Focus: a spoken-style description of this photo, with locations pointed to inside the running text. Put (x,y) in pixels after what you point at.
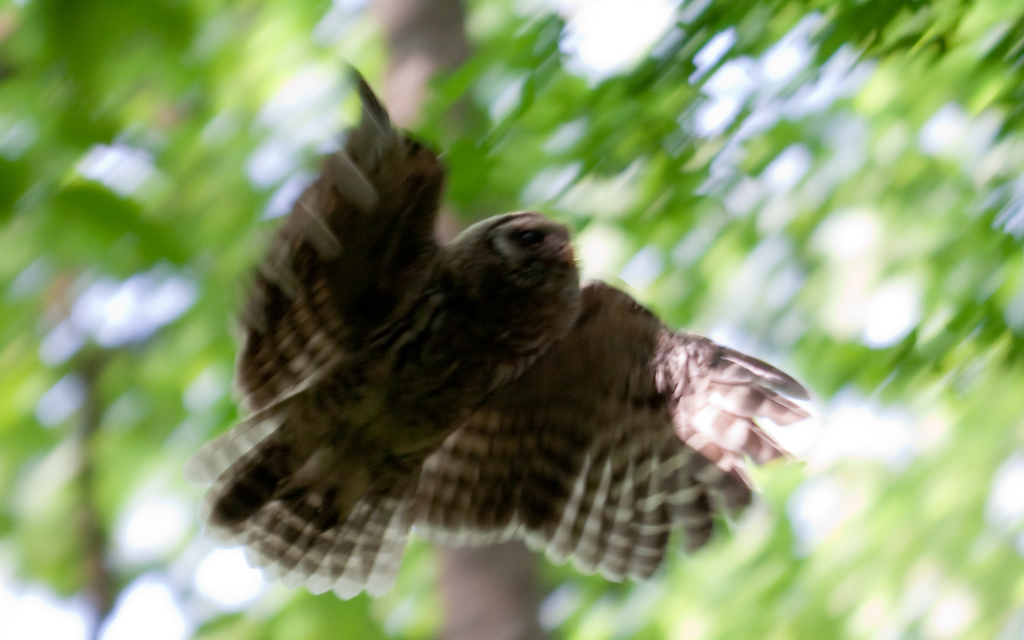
In this image we can see a bird (443,426) flying. On the backside (596,274) we can see some green plants (137,260).
